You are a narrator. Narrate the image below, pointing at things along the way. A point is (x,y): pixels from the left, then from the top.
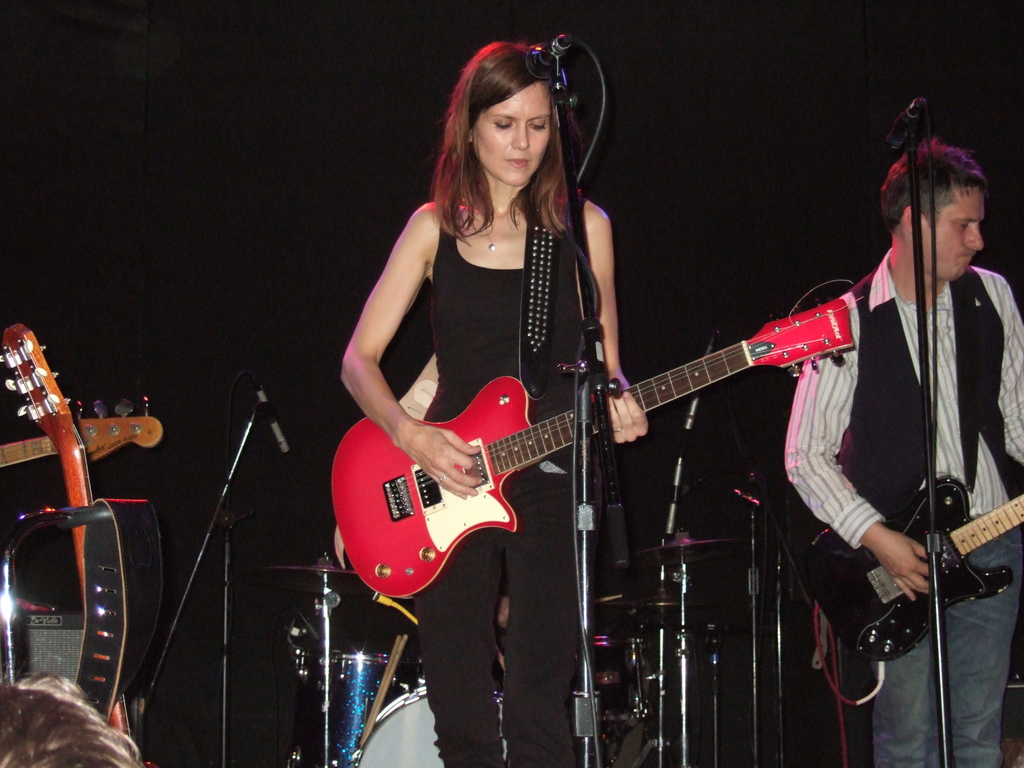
Woman (532,474) playing guitar (523,457), man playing guitar (938,509), this is microphone (274,431) and these all are musicals instruments (663,634).
